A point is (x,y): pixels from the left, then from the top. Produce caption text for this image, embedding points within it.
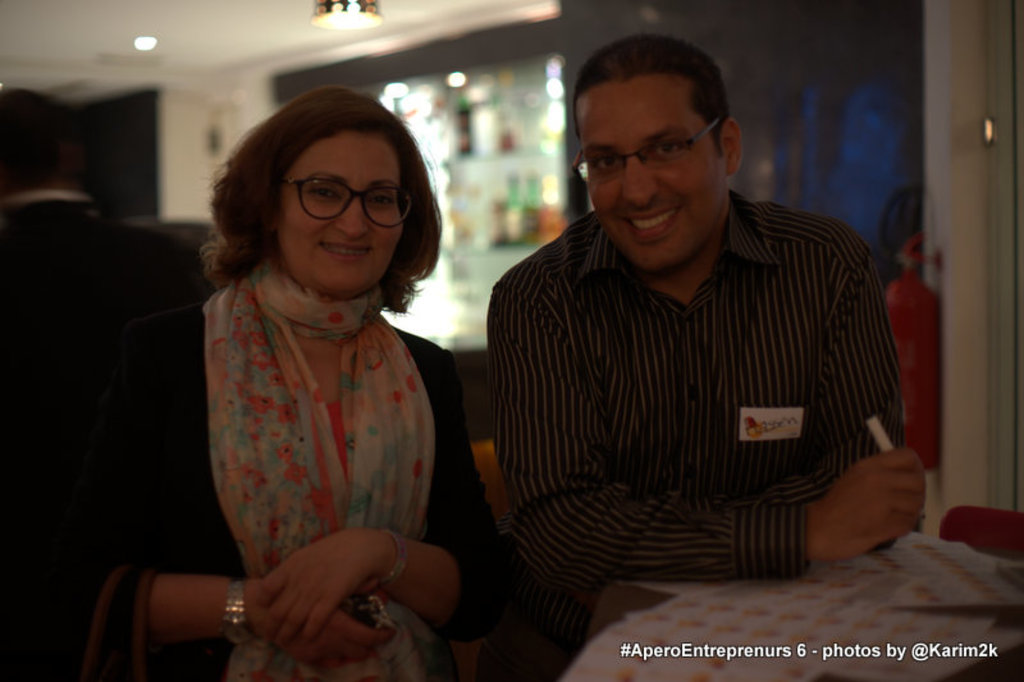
In this image in the foreground (597,292) there is one man (637,268) and one woman (437,448) who are wearing spectacles (682,152) and smiling, and man (858,486) is holding a pen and in front of him there are some papers (843,587). And on the right side of the image (920,289) there is a cylinder (918,274), wall (962,62) and some lights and in the background (52,200) there is one person (77,219), wall (214,116), objects (459,221) and at the top (205,33) there is ceiling (304,20) and in the bottom right hand corner (943,654) there is text (924,656).
